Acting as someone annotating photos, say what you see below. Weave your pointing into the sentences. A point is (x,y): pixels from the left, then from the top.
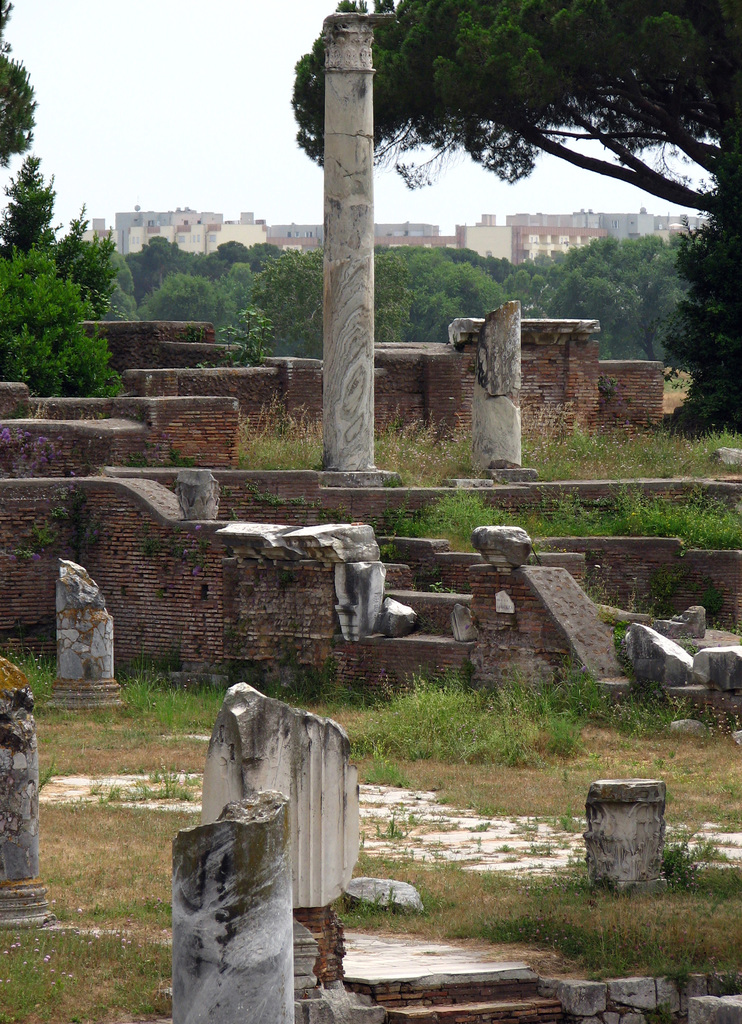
This image is taken outdoors. At the bottom of the image (137,885) there is a ground (498,805) with grass (513,744) on it. At the top of the image (168,87) there is the sky (197,69). In the background (209,235) there are many buildings (571,215) and there are many trees (176,305) and plants (59,326) on the ground (103,996). In the middle of the image (330,568) there are a few walls (214,407) and pillars (371,407). There are a few broken pillars (83,628) and walls (53,607) on the ground (577,772).
